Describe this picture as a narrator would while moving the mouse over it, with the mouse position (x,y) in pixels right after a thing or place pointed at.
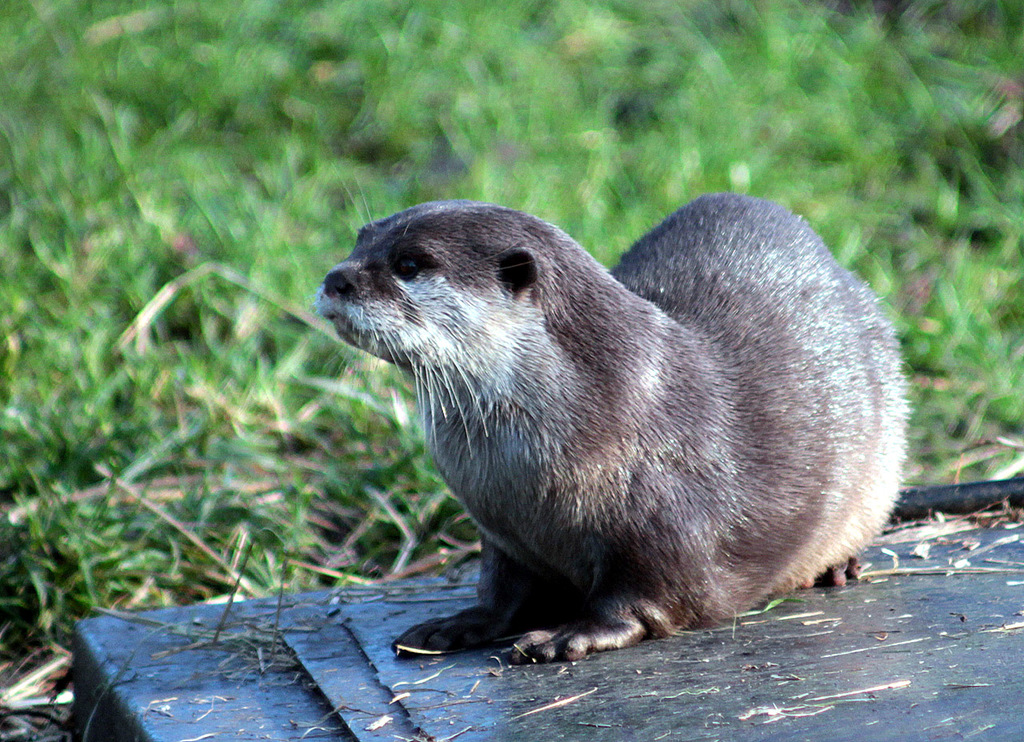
In this image there is a animal (786,242) on the surface (974,612). In the background of the image (738,152) there is grass (440,169).
